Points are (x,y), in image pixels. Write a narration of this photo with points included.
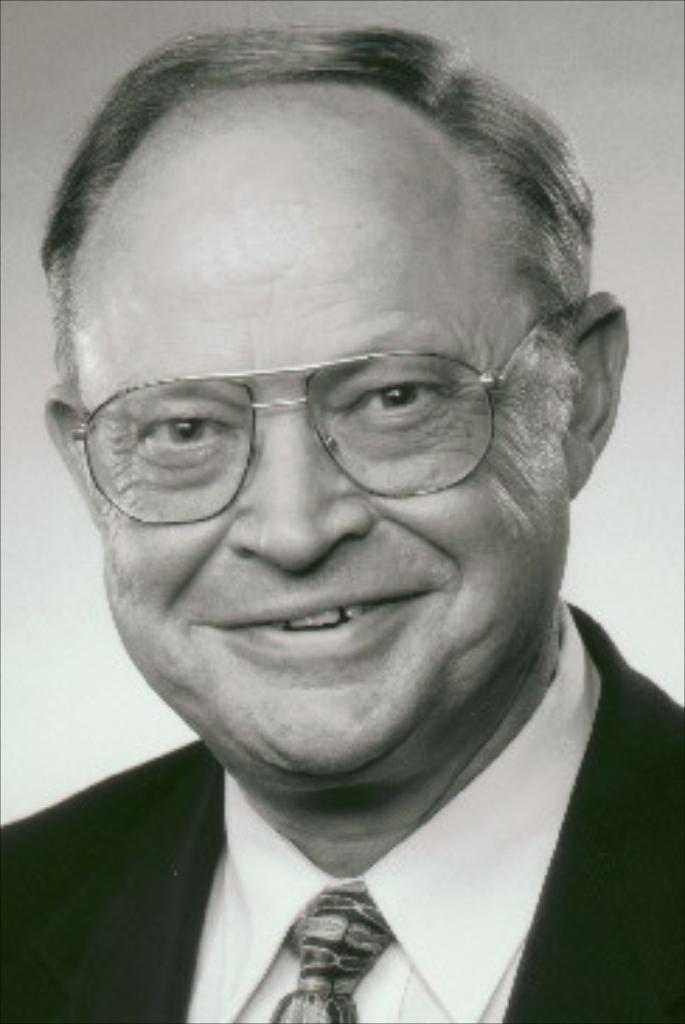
This is a black and white image. In this image we can see a man (217,664) wearing specs (170,442).
